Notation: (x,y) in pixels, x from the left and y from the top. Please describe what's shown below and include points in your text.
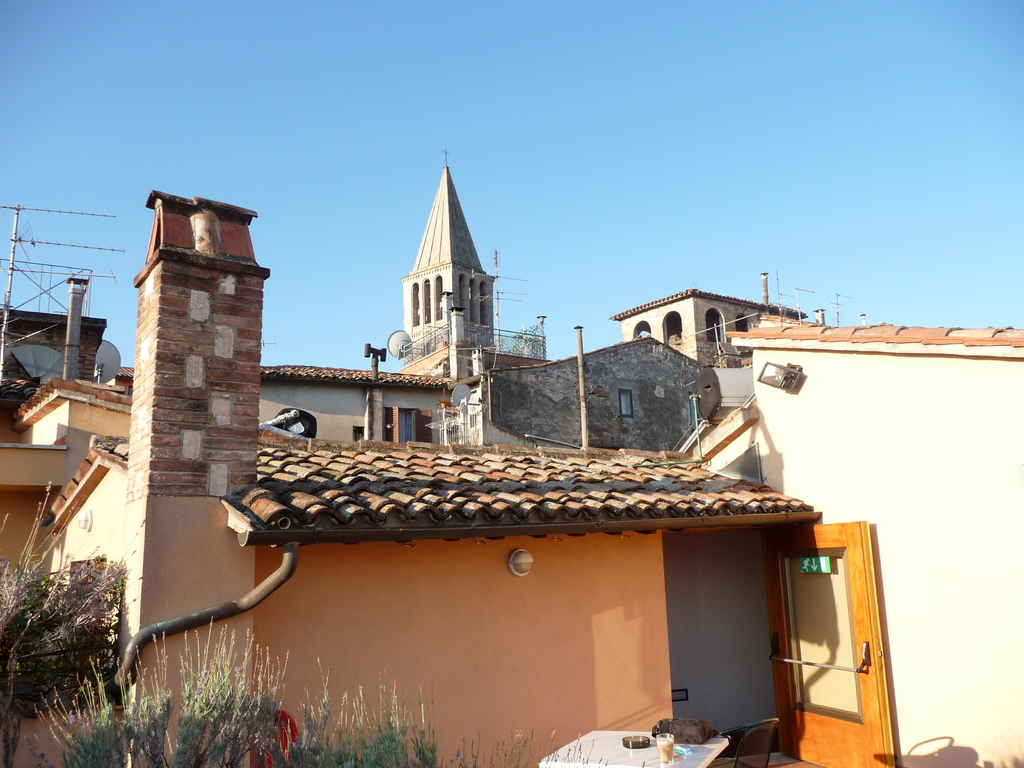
In this picture there are few buildings (618,428) and the sky (596,125) is in blue color.
